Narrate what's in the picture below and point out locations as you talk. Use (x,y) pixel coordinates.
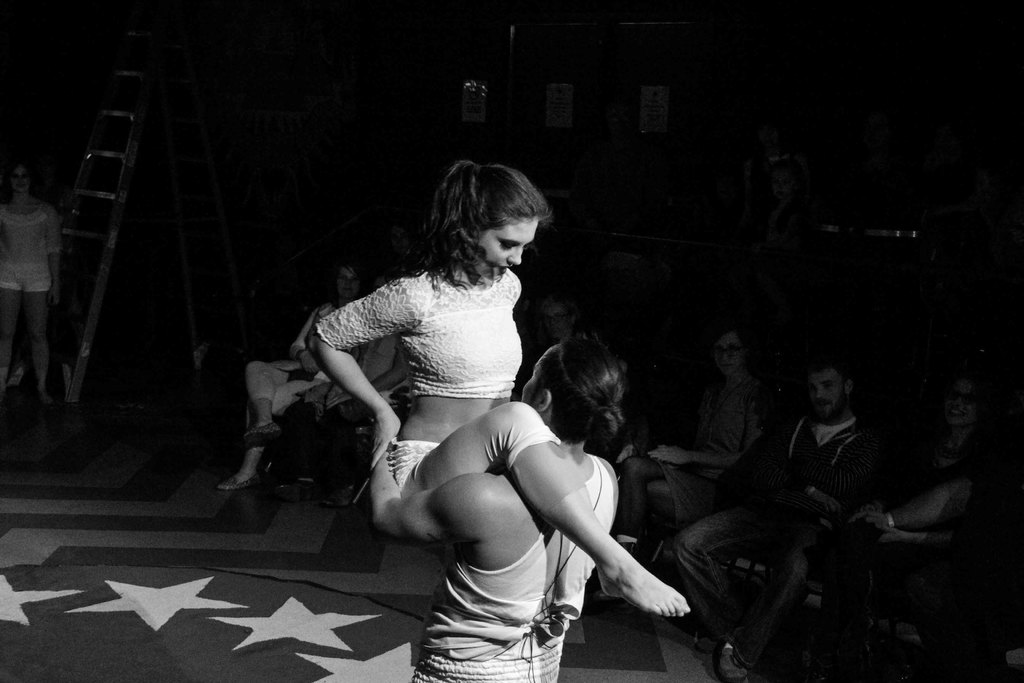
This is a black and white image of two women (521,434) dancing on stage (628,657) and in the back (819,443) there are many people (733,424) sitting on chairs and staring at them.
